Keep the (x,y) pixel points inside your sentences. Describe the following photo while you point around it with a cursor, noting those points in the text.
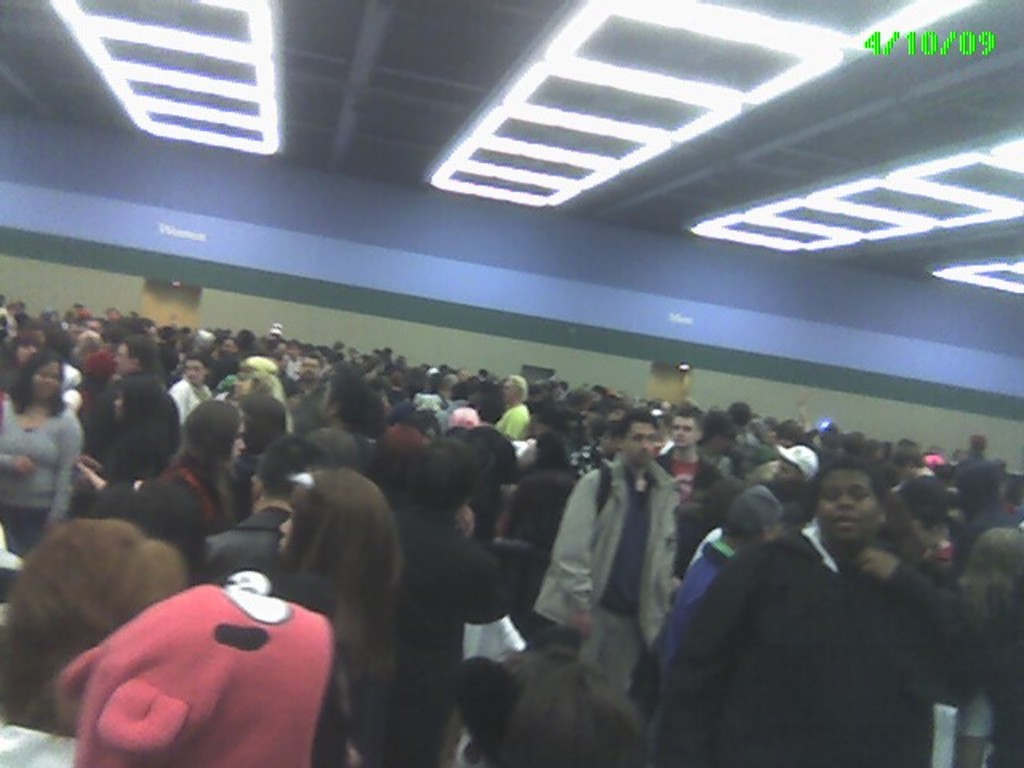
There is a crowd (459,438). On the ceiling (435,84) there are lights (533,180). On the top right corner (897,40) there is a watermark (915,40).
